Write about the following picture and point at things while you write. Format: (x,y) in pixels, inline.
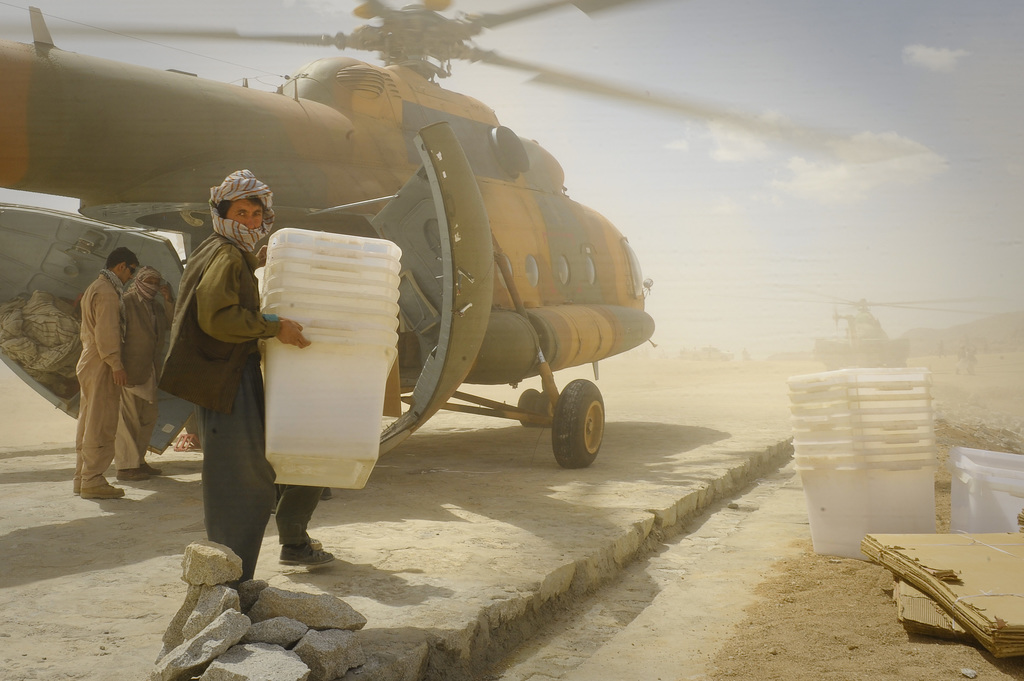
There is one man (249,375) standing and holding a white color container (317,361) on the left side of this image (291,421), and we can see other people (120,372) behind to this person (176,364). There is a helicopter (478,345) in the middle of this image (514,260), and we can a container (818,374) on the right side of this image (960,456) as well. There is a cloudy sky (783,152) at the top of this image (657,139). There are rocks (276,624) at the bottom of this image (292,637).
